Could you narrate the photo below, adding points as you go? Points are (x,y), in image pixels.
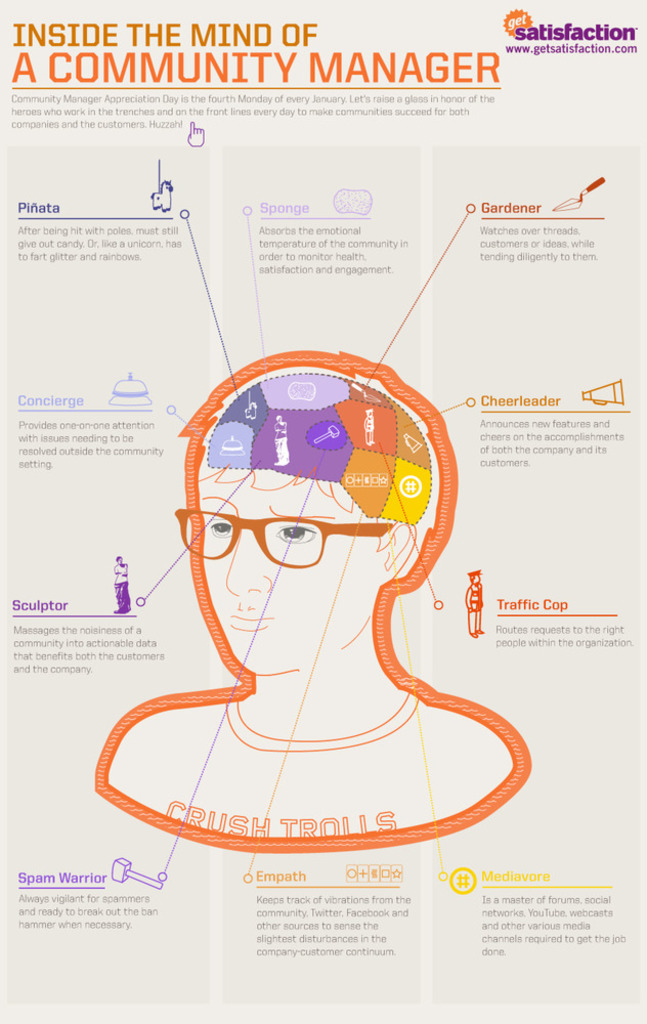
This is a picture of the poster (536,351). on the top right (510,17) corner of the poster (539,80) we can see a website name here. tHis poster (505,52) is highlighted with a "INSIDE THE MIND OF A COMMUNITY MANAGER". This is a picture of a person (225,594) and here the main highlighted thing is the brain (242,424) and from these all the labels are clearly explained in the poster (367,538).
